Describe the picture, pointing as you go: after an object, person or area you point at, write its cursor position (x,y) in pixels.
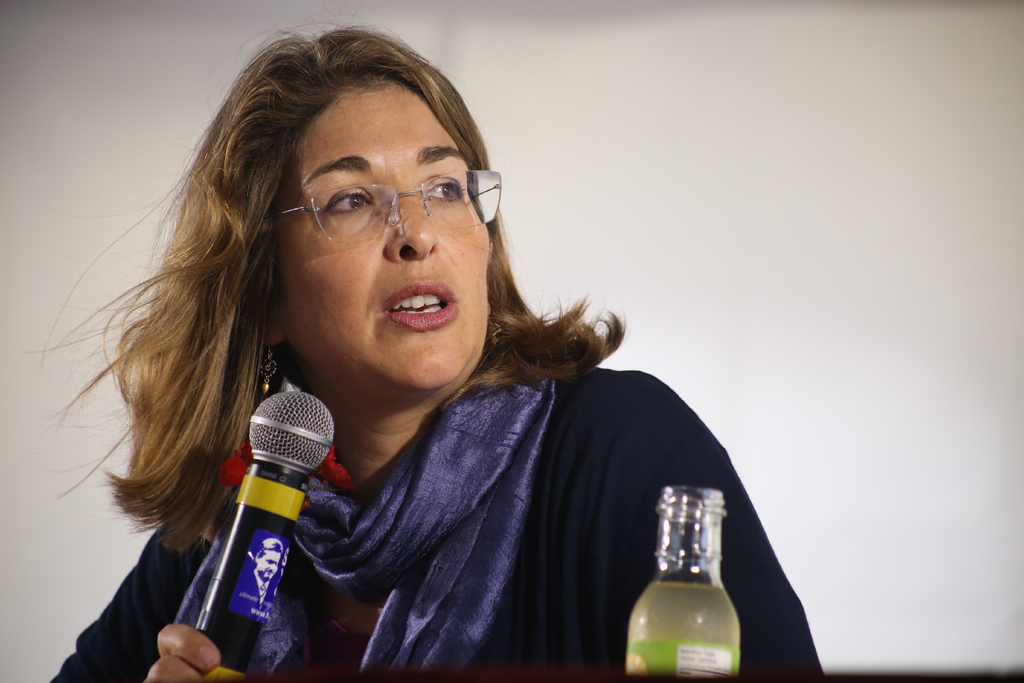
As we can see in the image there is a woman (380,425) holding mic (277,414) and there is a bottle (675,562) over here.
